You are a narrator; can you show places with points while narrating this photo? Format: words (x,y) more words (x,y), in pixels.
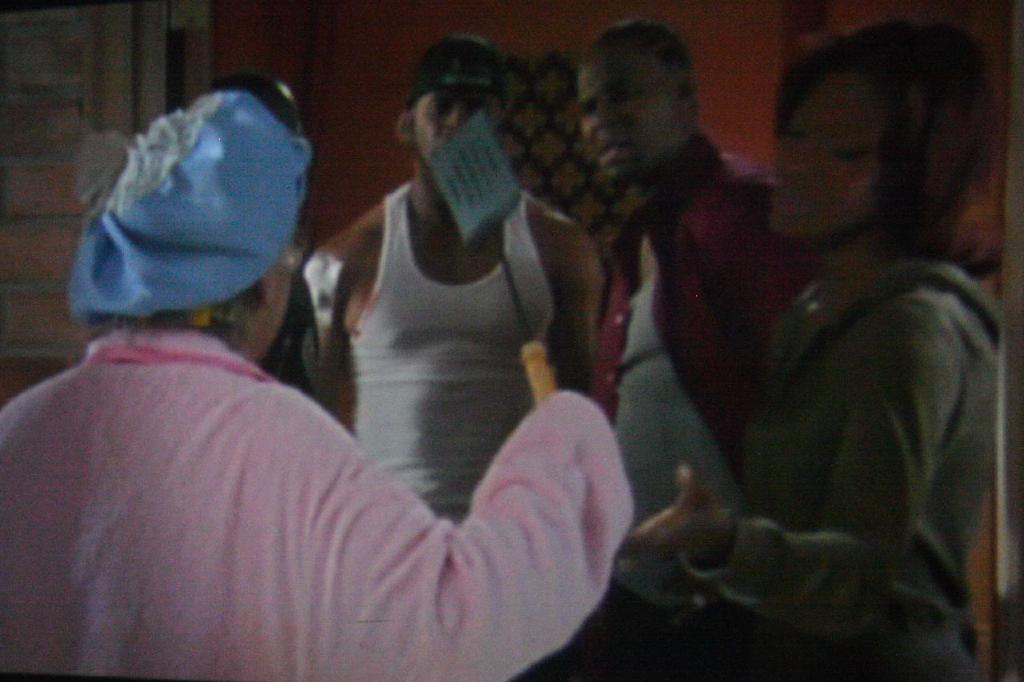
Here in this picture we can see a group of people (539,330) standing over there and the woman (611,528) in the front (611,528) is holding a spatula spoon (488,148) in her hand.
